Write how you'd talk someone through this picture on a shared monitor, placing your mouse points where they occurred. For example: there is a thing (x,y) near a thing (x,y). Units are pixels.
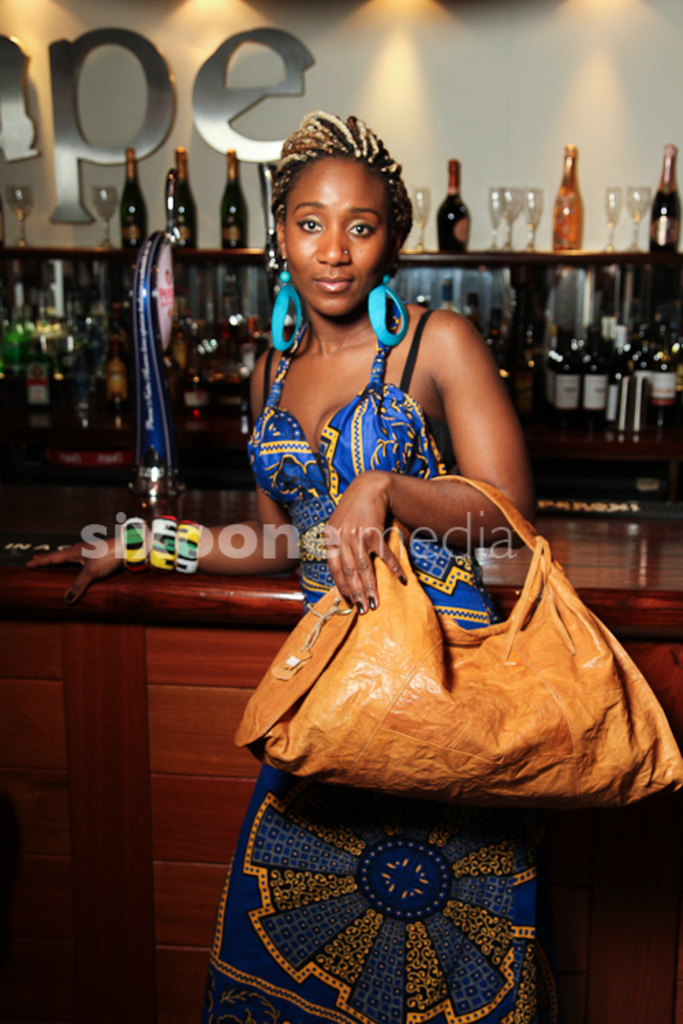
In this picture we can see woman (451,382) carrying bag (396,721) in her hand (342,527) and smiling and background (145,167) we can see bottles (180,181), glasses (509,228) in rack (576,431), wall (510,72).
